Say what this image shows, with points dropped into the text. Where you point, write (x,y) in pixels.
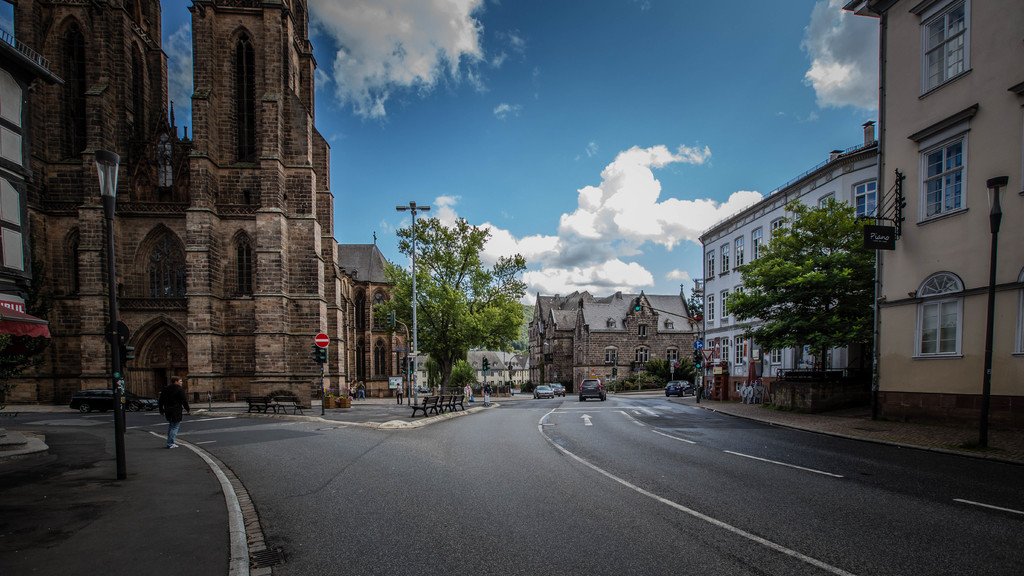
In this image we can see vehicles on the road (340,558). On the left side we can see a man (174,432) is standing on the road (332,455). In the background (40,89) there are trees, light poles (116,440), poles (111,231), trees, traffic signal pole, buildings (594,321), windows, a person (490,383), hoarding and clouds (469,24) in the sky (486,199).
